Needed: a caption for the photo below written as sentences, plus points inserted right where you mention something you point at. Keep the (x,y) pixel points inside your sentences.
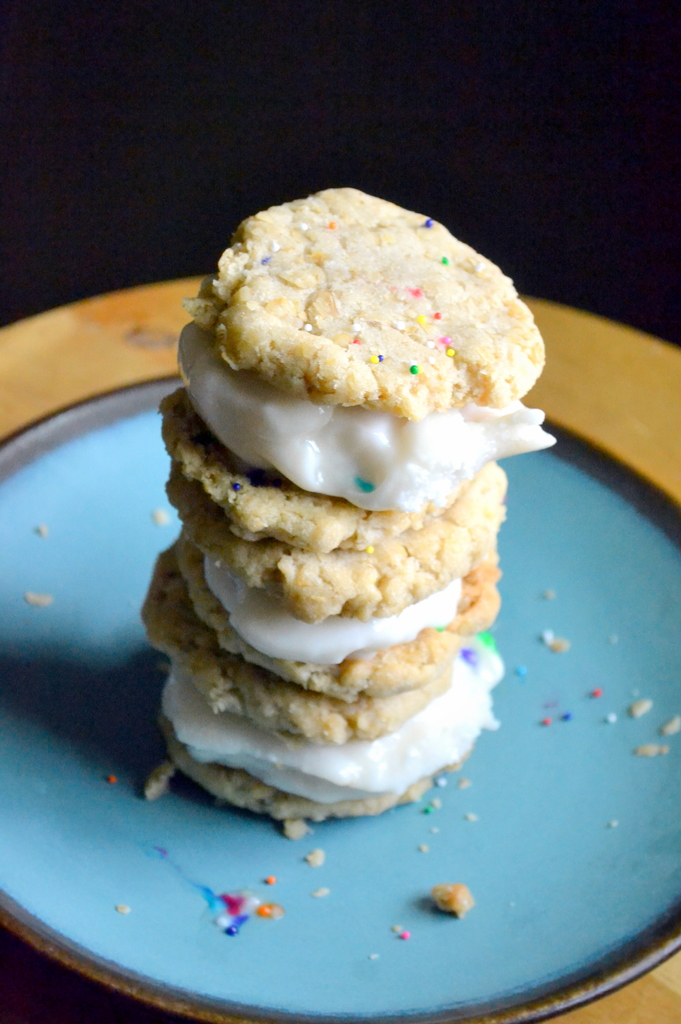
In this image there is food (308,504) on the plate (377,854), there is plate (425,936) on a wooden surface (605,406), the background of the image (166,72) is dark.
